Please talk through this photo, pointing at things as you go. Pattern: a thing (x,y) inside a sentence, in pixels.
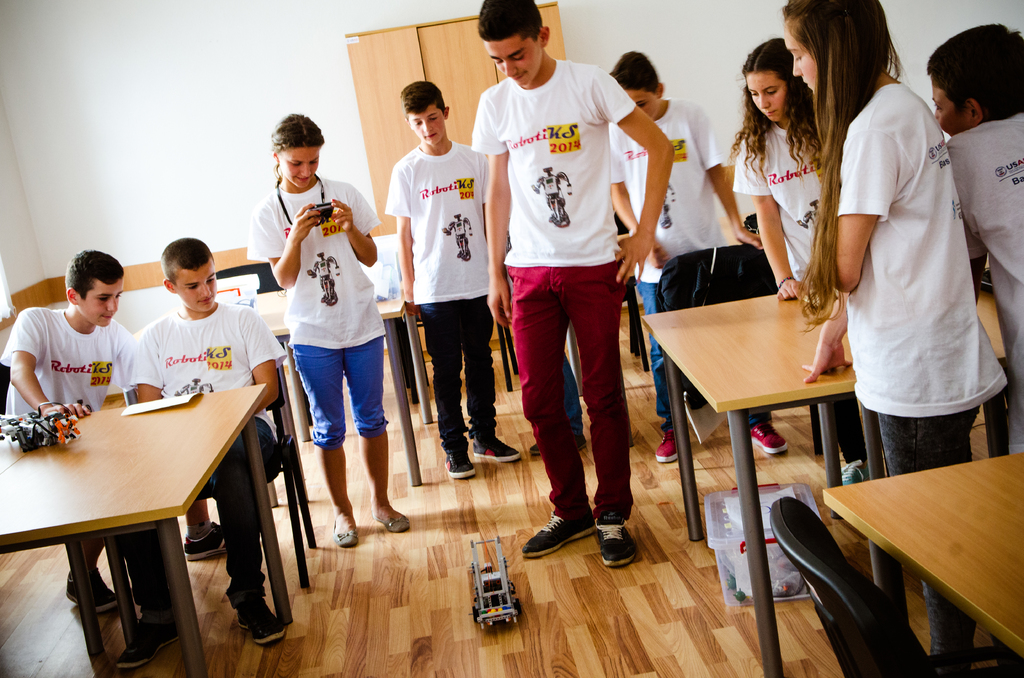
In this image I can see people (534,135) where two of them are sitting and rest all are standing. I can also see few tables (735,385) and a toy (482,593) on the floor (465,594).
